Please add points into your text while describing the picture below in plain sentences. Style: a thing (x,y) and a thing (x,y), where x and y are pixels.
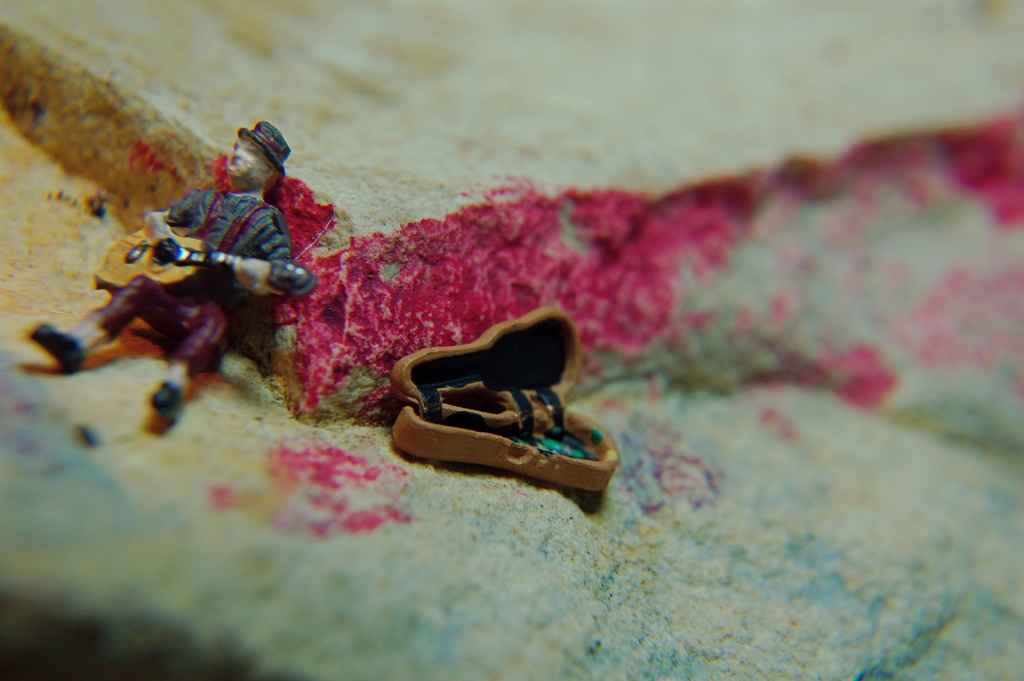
In this image there are toys (414,411) on the surface (403,488).
